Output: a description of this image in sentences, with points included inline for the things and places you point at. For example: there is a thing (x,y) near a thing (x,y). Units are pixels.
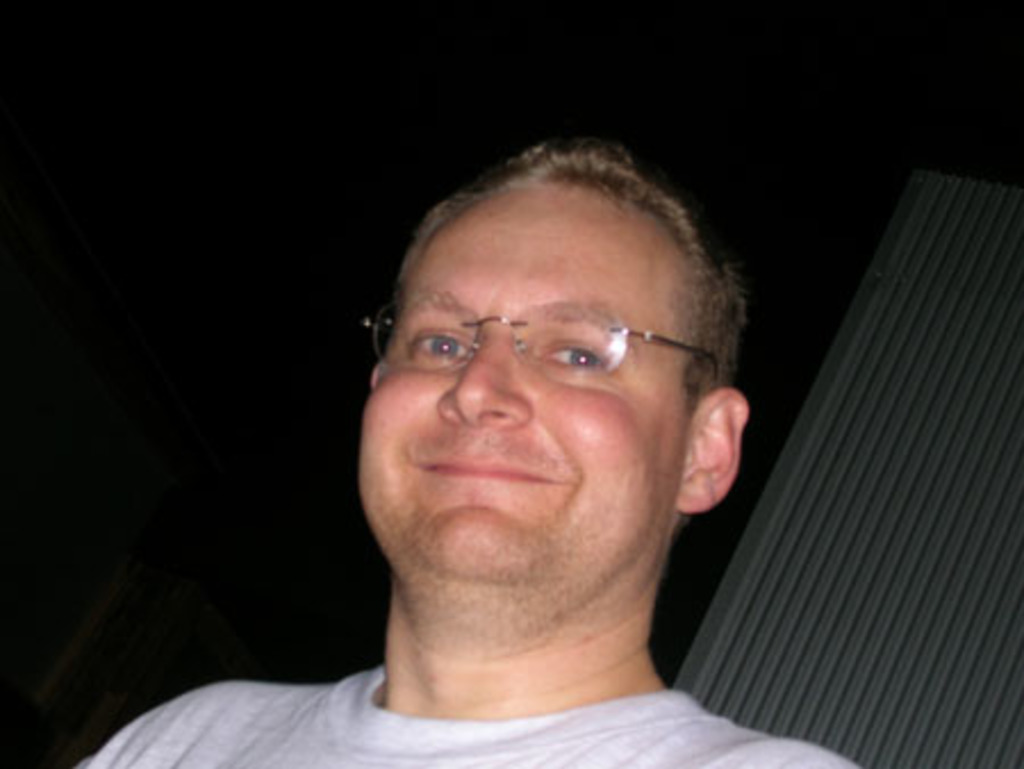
In the picture there is a man (647,752), he is posing for the photo and he is wearing spectacles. The background of the man (619,196) is dark.
